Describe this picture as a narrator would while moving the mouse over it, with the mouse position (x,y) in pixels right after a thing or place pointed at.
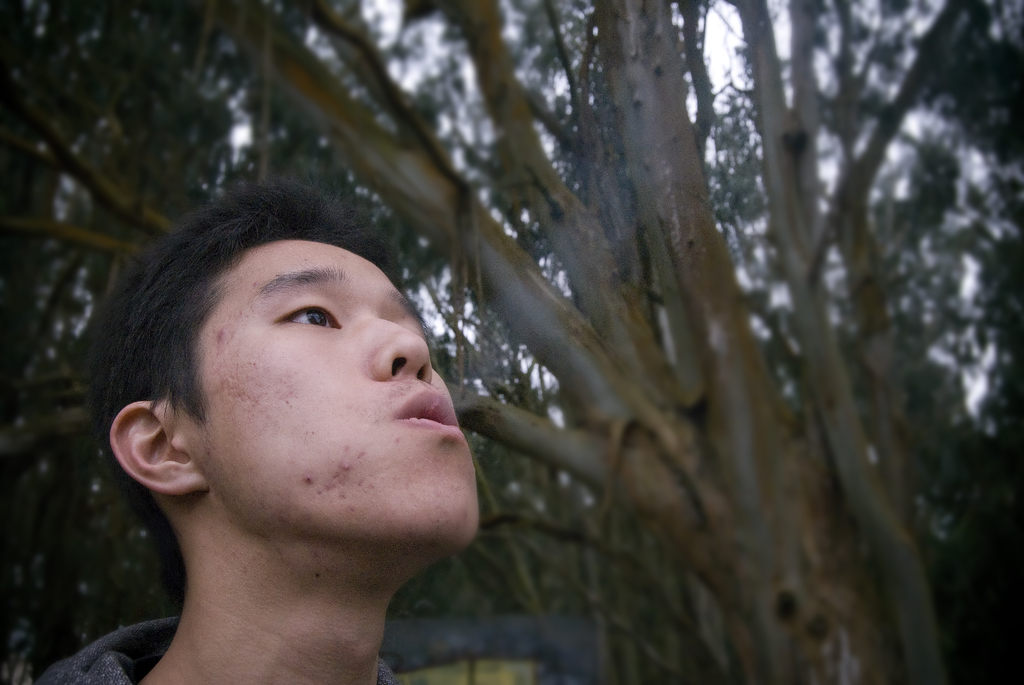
In the image I can see a man (276,681) releasing smoke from the mouth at the back (686,291) there are so many trees (686,291).
